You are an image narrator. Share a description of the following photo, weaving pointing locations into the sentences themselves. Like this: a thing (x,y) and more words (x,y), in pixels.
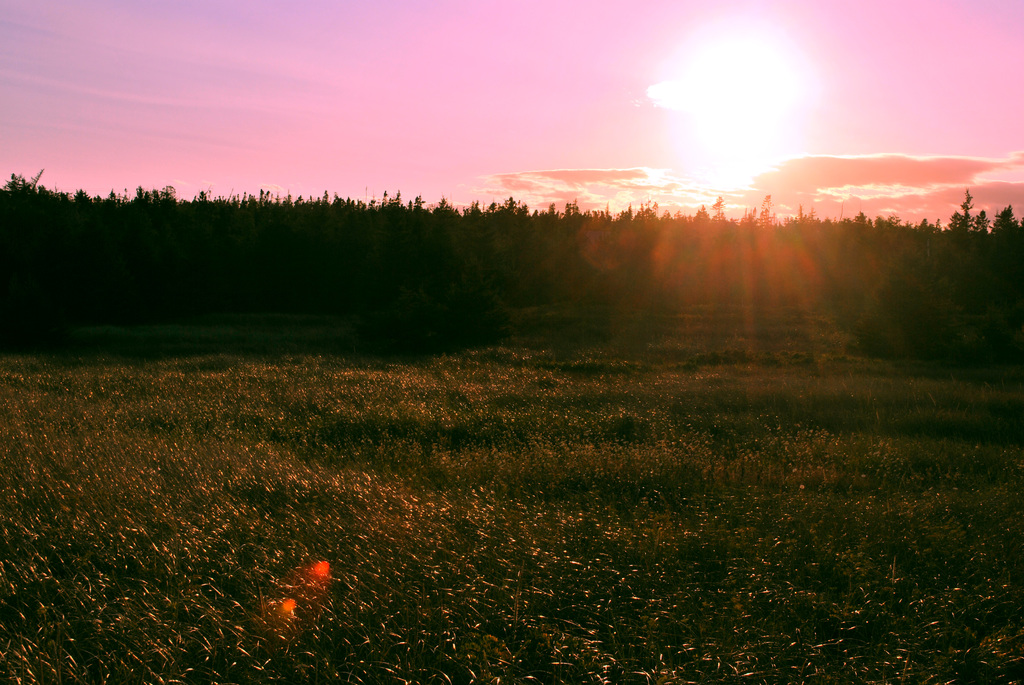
In this picture there are trees (514,266). At the top (366,105) there is sky (393,107) and there are clouds (673,201) and there is a sun (735,85). At the bottom (288,563) there is grass (414,508).
